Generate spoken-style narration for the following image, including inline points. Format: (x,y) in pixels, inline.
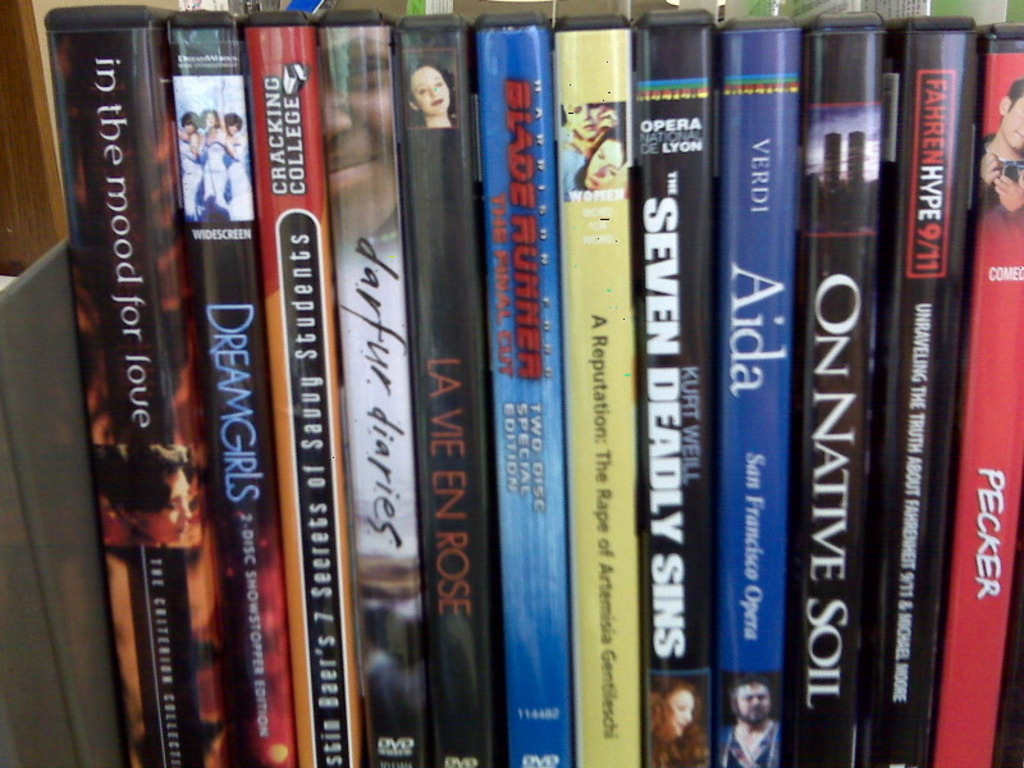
The picture consists of DVD cases (525,428) in a bookshelf (10,61). At the top (272,2), in the background (570,3) there are items (820,9).
